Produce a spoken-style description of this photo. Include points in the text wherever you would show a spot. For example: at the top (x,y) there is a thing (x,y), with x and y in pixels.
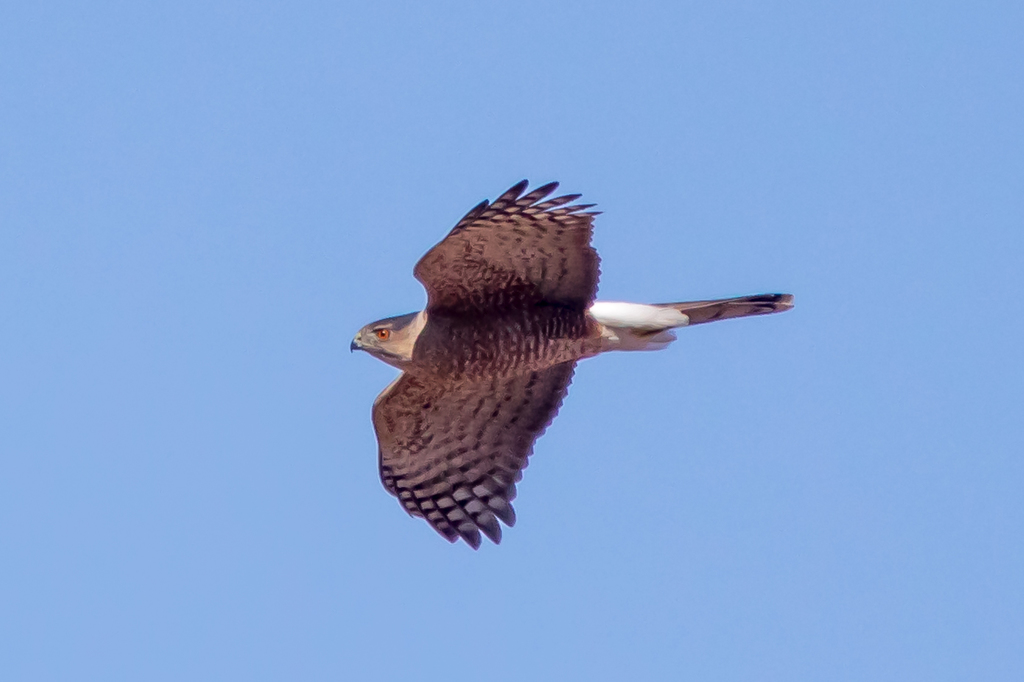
In the picture we can see a hawk (403,390) is flying in the air (922,401) and the hawk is brown in color with brown color wings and tail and behind it we can see a sky (940,460) which is blue in color.
